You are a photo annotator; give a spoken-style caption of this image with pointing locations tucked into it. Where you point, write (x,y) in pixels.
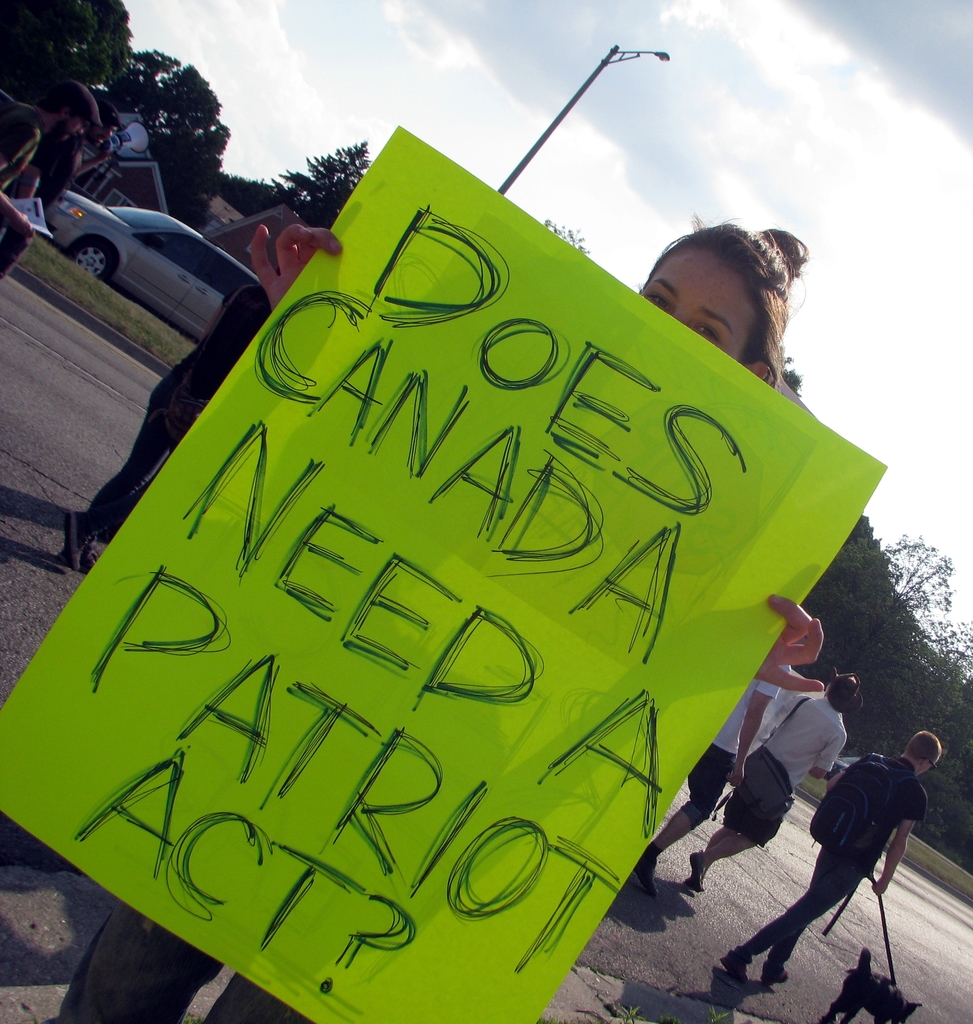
In this image there is the sky (582,50) towards the top of the image (683,81), there are clouds (738,98) in the sky (673,153), there is a pole (534,153), there is a street light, there are trees (850,663), there is road (755,928) towards the bottom of the image (670,959), there is a car (171,265), there are group of persons (807,730) walking on the road (808,877), they are holding an object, there is a dog (866,993) towards the bottom of the image (847,996), there is a woman (722,306) towards the bottom of the image (109,1014), there is a board (405,601), there is text (378,808) on the board (395,568).
